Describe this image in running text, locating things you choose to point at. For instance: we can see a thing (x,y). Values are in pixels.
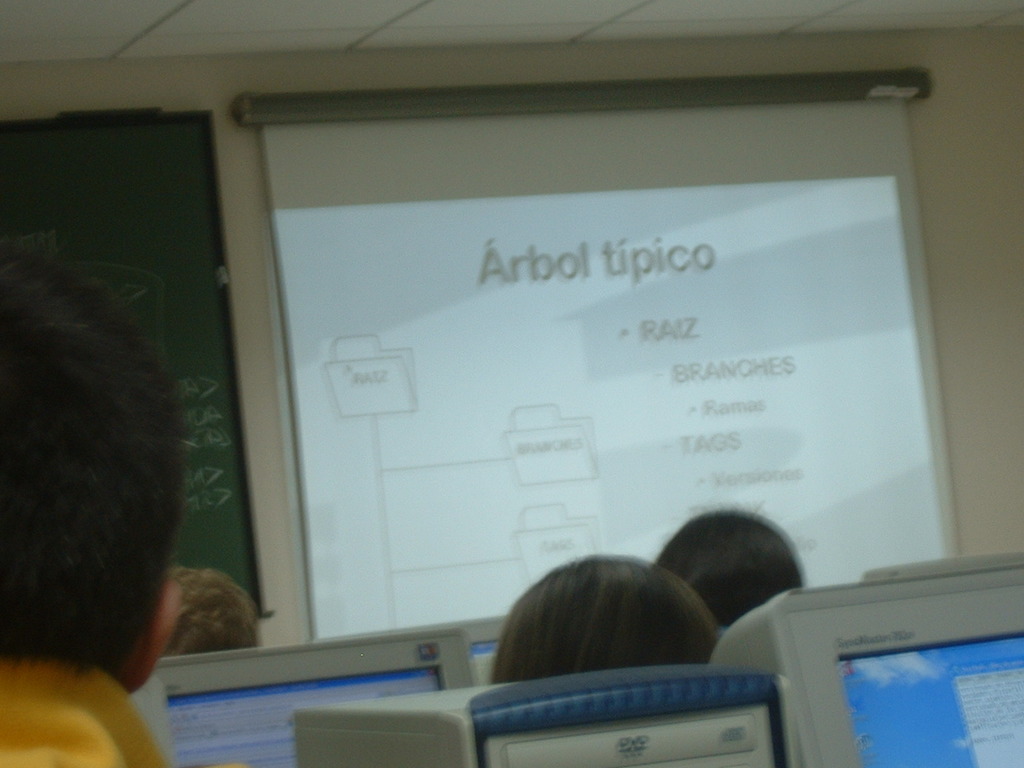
Here in this picture we can see a projector screen (355,609) present on the wall (963,536) over there and beside that we can see a black board (201,353) and in the front (588,584) we can see people (684,571) sitting on chairs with systems (756,637) in front of them.
